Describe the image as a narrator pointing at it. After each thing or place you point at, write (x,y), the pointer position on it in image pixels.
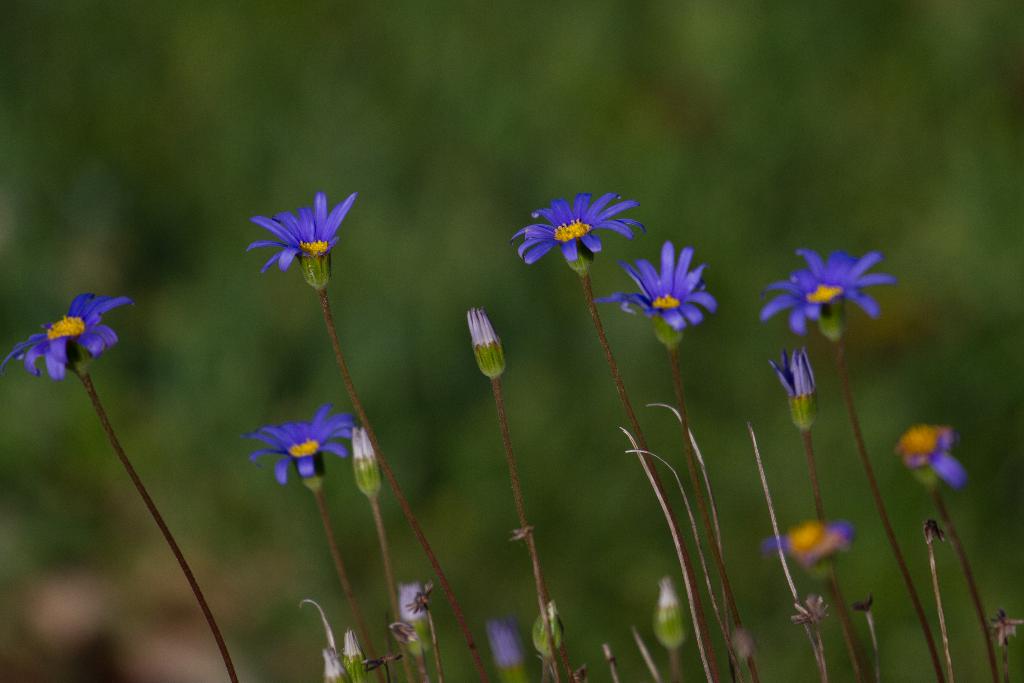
In this image there are flowers (698,293) and buds (498,350) to the stems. The background (529,137) is blurry.
